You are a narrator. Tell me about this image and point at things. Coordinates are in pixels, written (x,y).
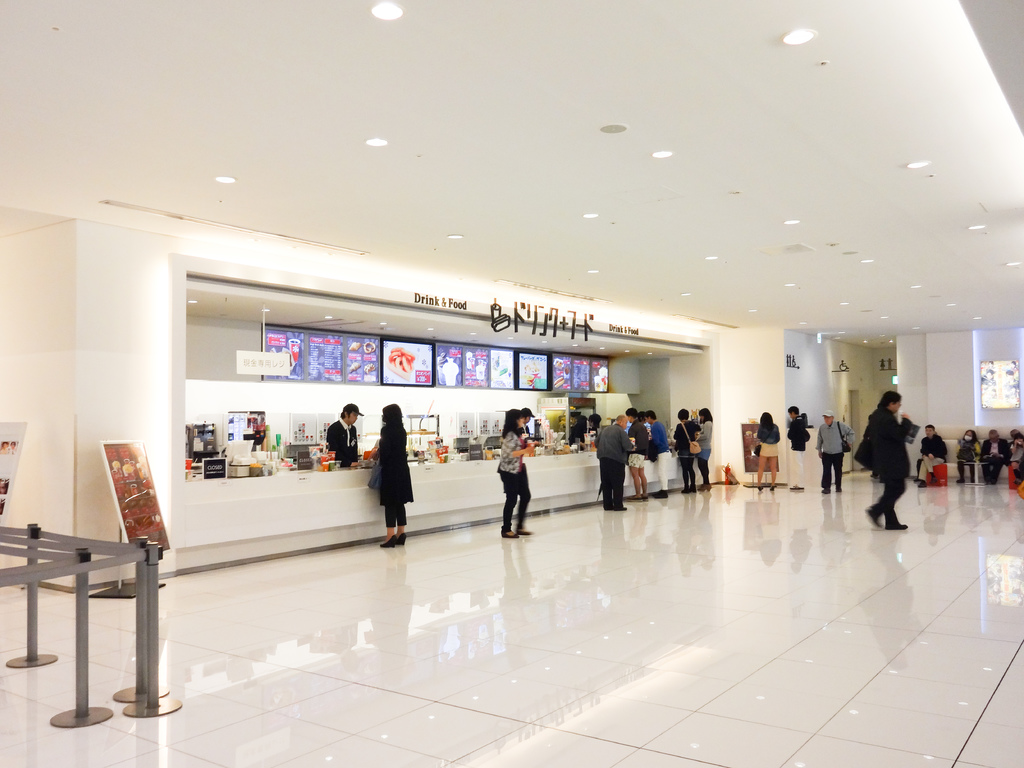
This is an inside view of a building (672,536) and here we can see people (825,486) and some are wearing bags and some other are sitting on the sofa (951,463). In the background (122,501), there are boards (121,456), stands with ribbons (61,572) and there are screens (349,355), posters (487,364) and some other objects (228,450) in the store (416,357). At the top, there are lights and at the bottom (621,630), there is a floor (643,616).
